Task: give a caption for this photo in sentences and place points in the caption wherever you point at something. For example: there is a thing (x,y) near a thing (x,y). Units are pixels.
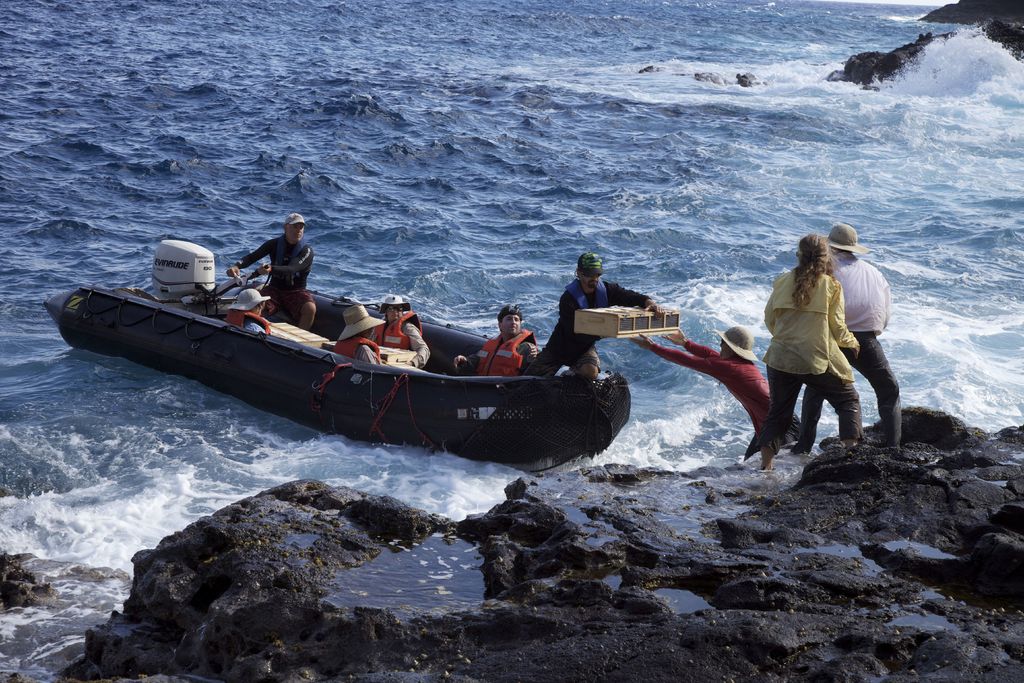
In this image on the right (824,372), there is a woman (825,362), she wears a shirt (804,338), trouser (830,394), in front of her there is a man (863,313), he wears a shirt (863,313), trouser (878,353), cap (831,231). On the left (307,404) there is a boat (388,366) on that there are people (391,345), boxes (396,356). In the middle (593,291) there is a man (562,356), he wears a t shirt (570,308), trouser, he is holding a box (623,316), in front of him there is a person (696,366). At the bottom (646,479) there are waves (738,406), water (204,445), stones (840,641), land (832,577).
